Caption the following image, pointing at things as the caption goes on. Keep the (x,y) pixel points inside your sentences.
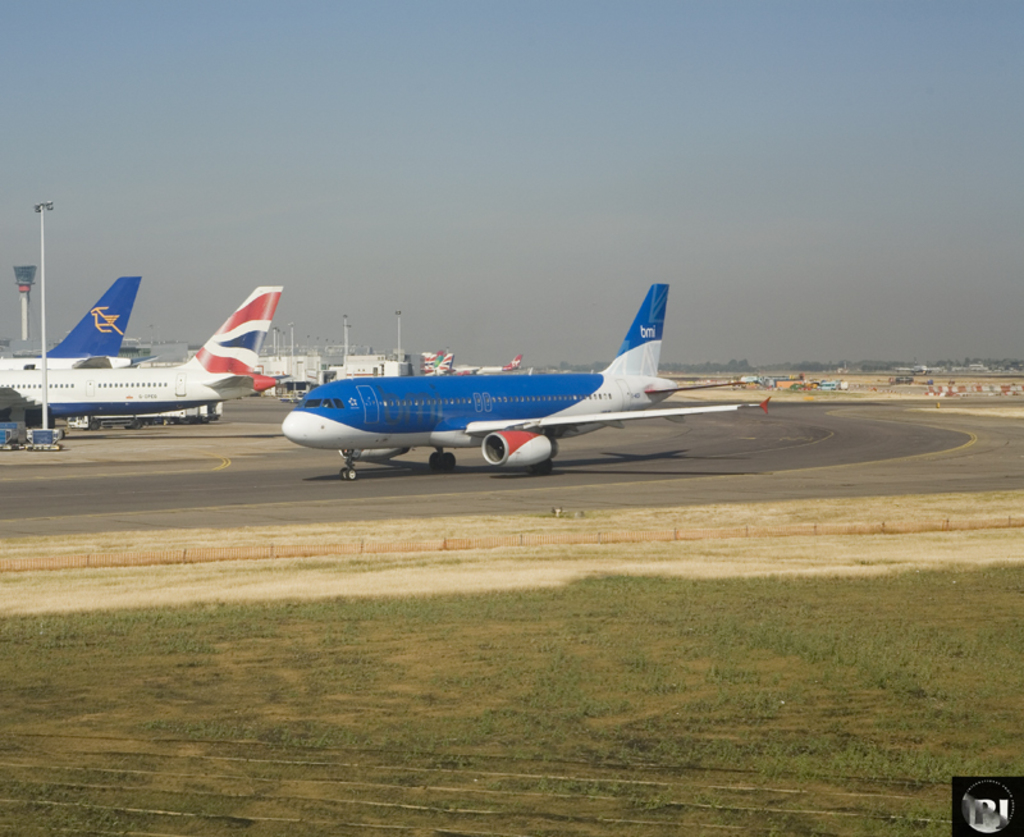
In this image, we can see aeroplanes (440,424) on the road (427,485) and there are sheds (381,364). At the bottom (740,693), there is ground (787,711).
